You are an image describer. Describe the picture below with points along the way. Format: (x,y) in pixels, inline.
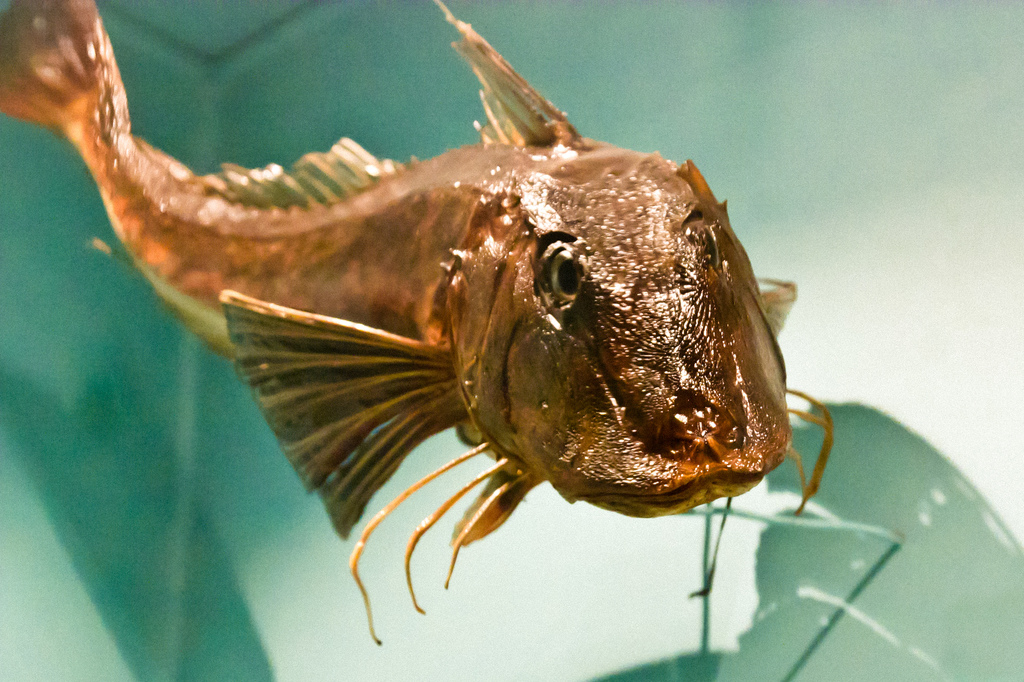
In this image we can see a fish (291,240) in water (523,658).
